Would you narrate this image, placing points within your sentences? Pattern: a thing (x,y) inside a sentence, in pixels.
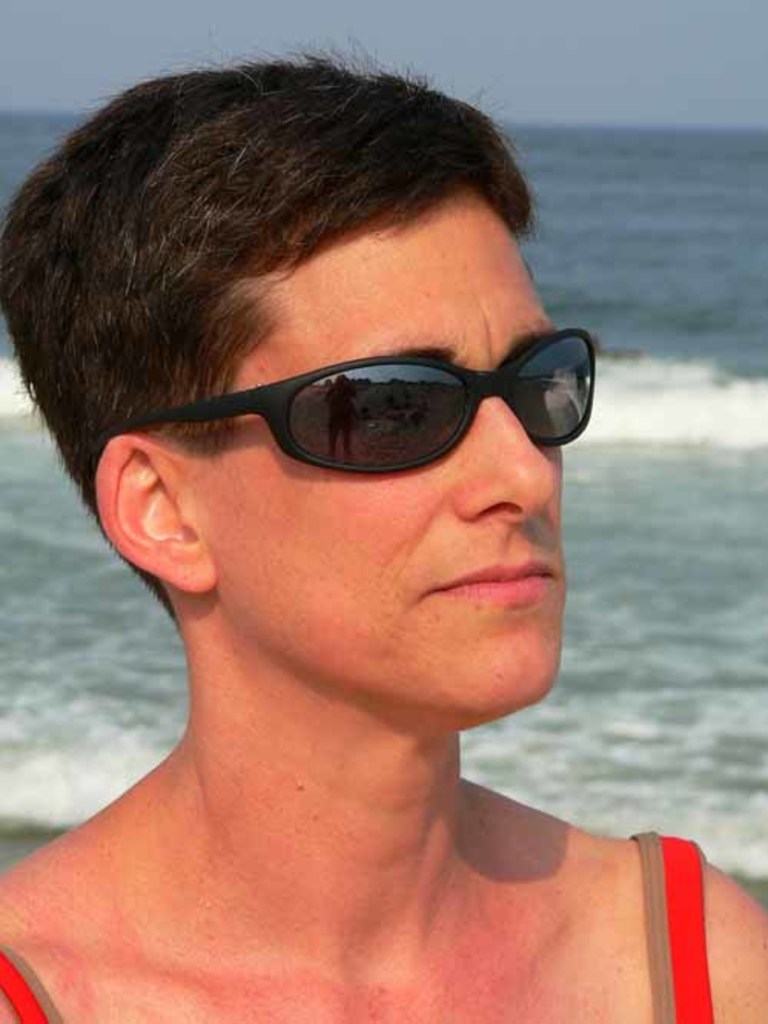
In the image in the center (337,563), we can see one person (366,612) wearing sunglasses (418,427). In the background (30,145), we can see the sky (517,9) and water (3,551).
